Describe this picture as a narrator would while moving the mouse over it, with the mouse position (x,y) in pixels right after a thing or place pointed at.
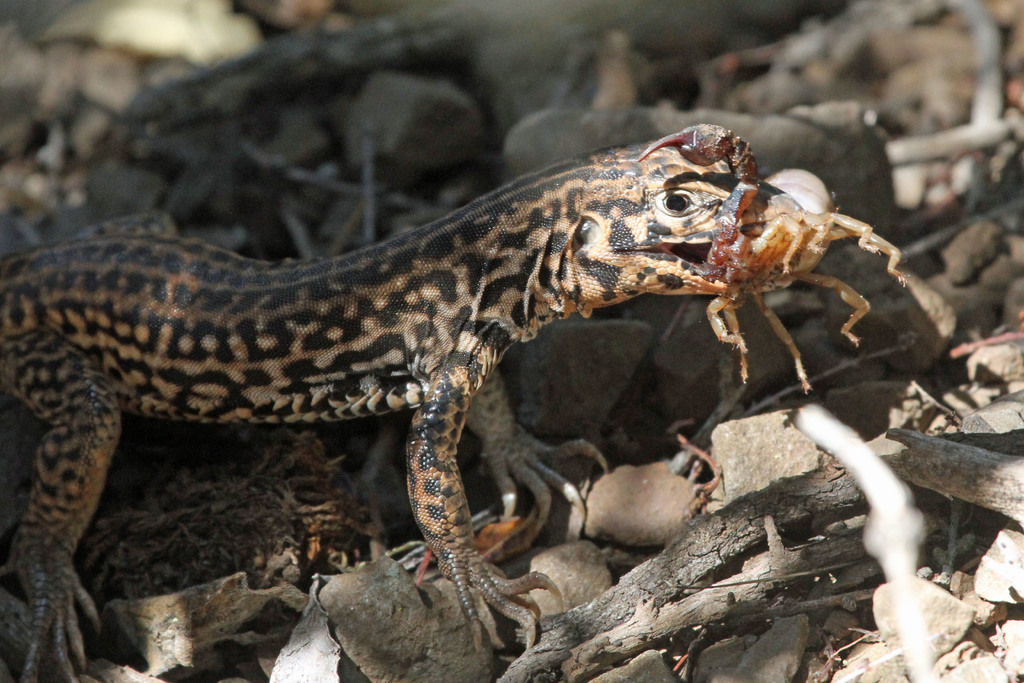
In this image I can see the species (413,284). I can see the stones (668,508).
